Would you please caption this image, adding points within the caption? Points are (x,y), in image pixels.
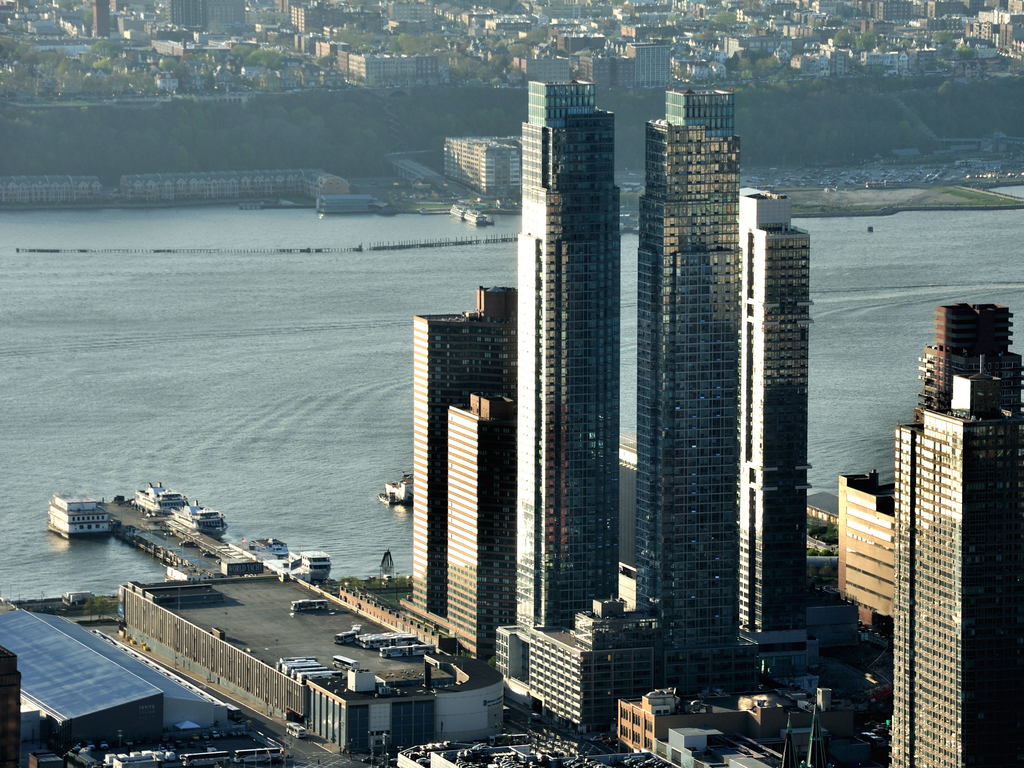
On the right side (718,349) there are very big buildings (698,504), in the middle (355,463) it is water (232,388), there are ships (84,509) on it.
